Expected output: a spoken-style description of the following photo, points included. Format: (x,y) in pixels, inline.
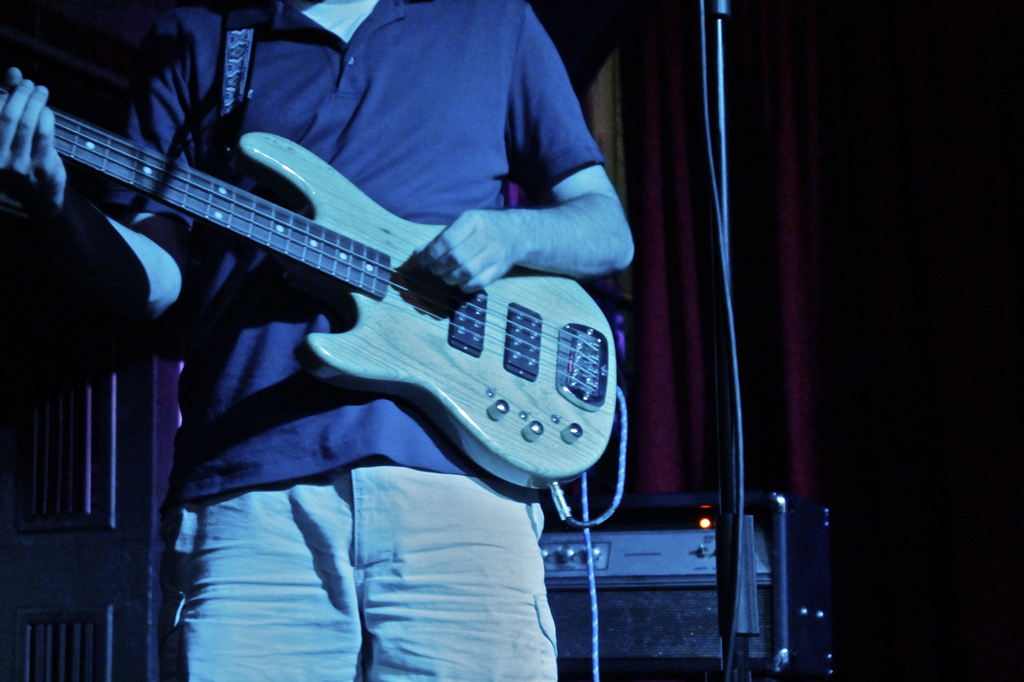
This man (418,35) is playing a guitar (362,266) and standing. Backside of this man (441,122) there is a device (667,560). This is red curtain (823,264).
